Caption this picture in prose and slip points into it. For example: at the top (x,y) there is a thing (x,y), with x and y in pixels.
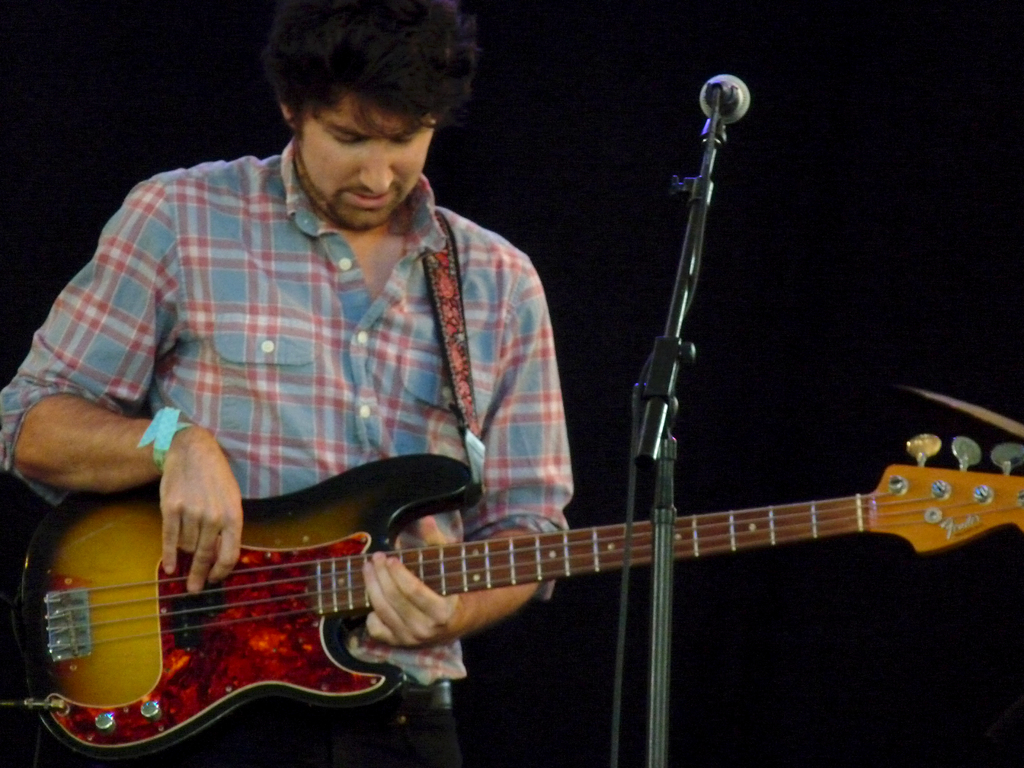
In this picture we can see a man (342,424) is playing guitar (354,579) in front of microphone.
